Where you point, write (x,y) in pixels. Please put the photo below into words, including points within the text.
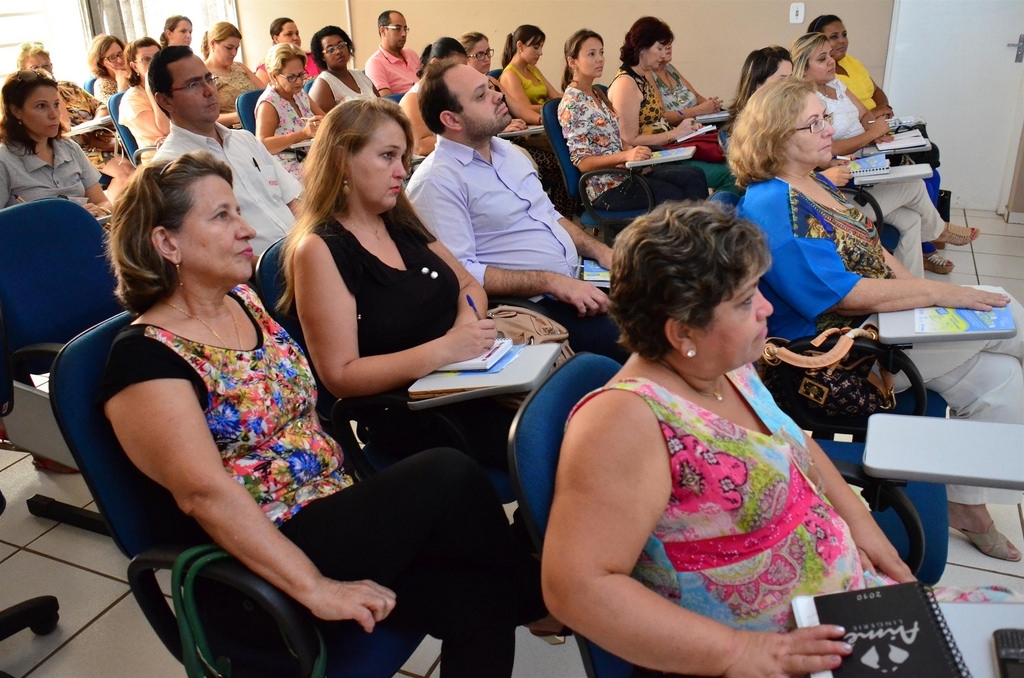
This image consists of many people (483,253) sitting in the chairs (69,409). The chairs (296,334) are in blue color. At the bottom (397,675), there is a floor (83,659). In the background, there is a wall (643,16). And we can see a door (961,97).
